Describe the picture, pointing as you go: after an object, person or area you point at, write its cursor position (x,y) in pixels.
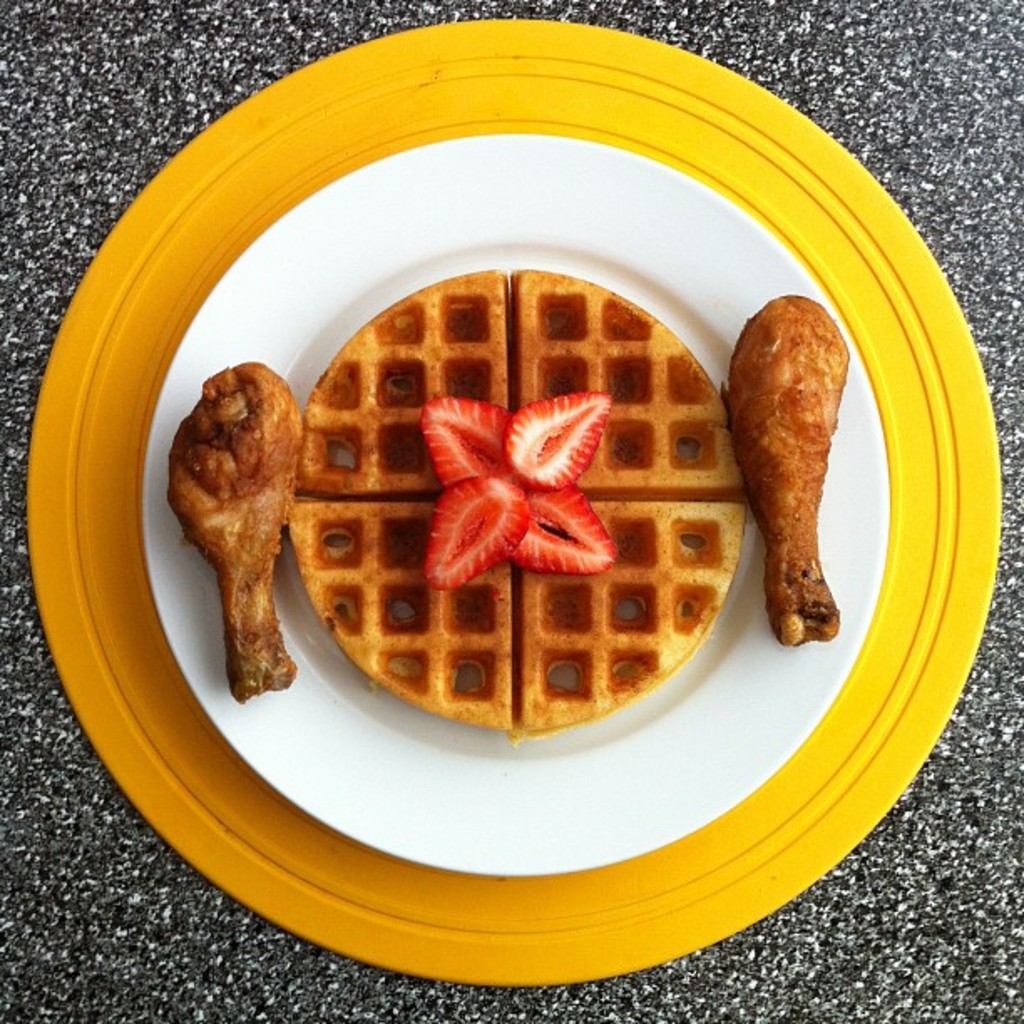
In this image we can see the food item (641,560) on a plate (277,291). The plate (357,712) is placed on a surface (828,999).
